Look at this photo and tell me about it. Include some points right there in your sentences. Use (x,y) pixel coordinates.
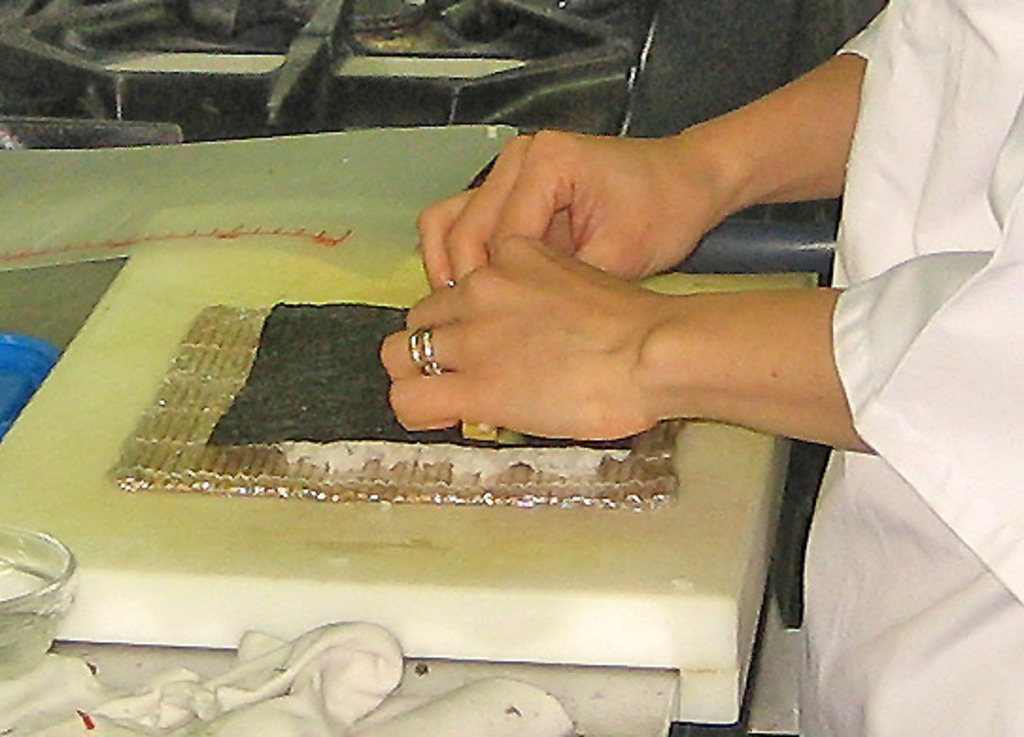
In the picture I can see a person (820,504) is standing and wearing white color clothes (938,391). I can also see a glass bowl (39,627) and some other objects (293,479).
